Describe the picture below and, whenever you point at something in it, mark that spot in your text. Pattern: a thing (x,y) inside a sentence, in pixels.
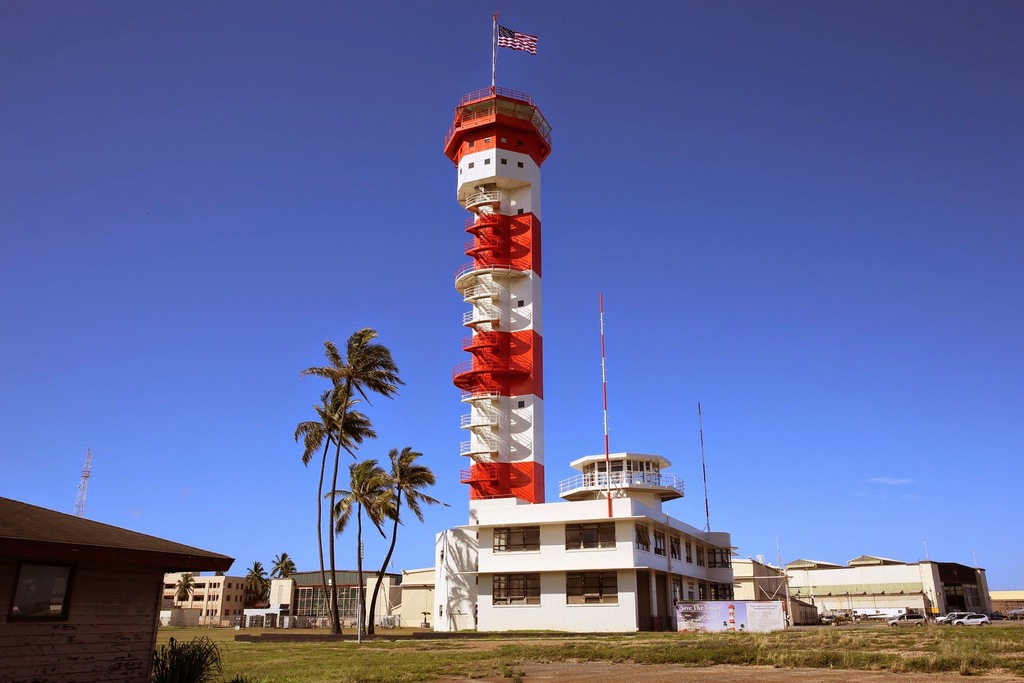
This is the picture of a place where we have some houses (90,663), buildings (511,456) and among them there is a tall building (488,159) on which there is a flag (509,43) and around there are some trees (319,521) and plants (215,652).
